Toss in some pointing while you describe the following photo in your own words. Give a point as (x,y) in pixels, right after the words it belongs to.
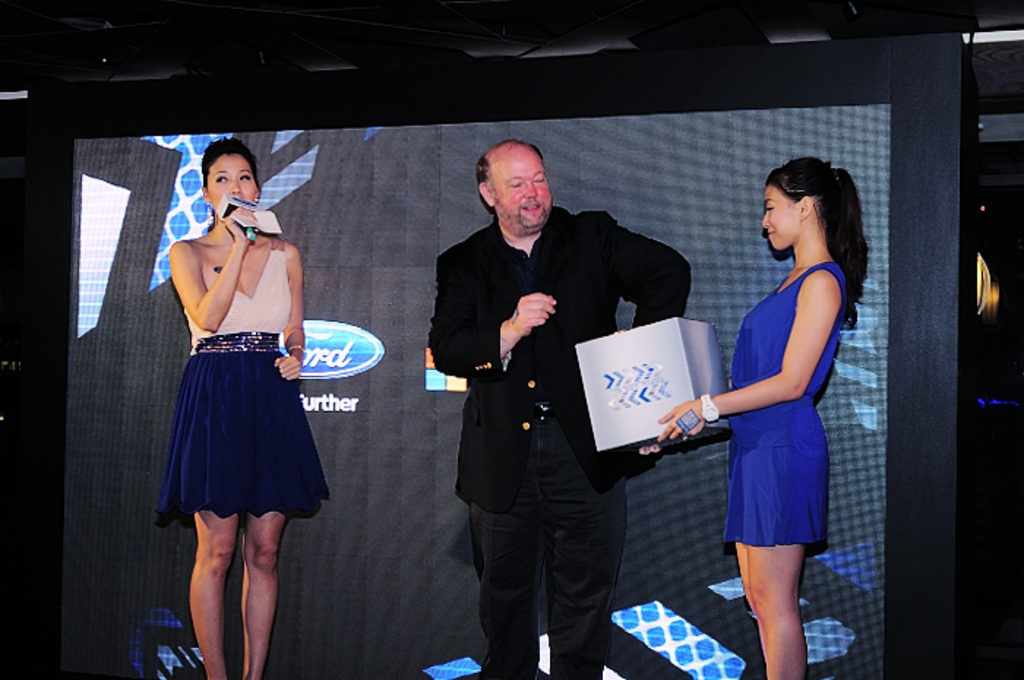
In this picture I can observe two women (222,245) and a man (559,426) standing on the floor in the middle of the picture (601,262). Behind them I can observe screen (305,573).
